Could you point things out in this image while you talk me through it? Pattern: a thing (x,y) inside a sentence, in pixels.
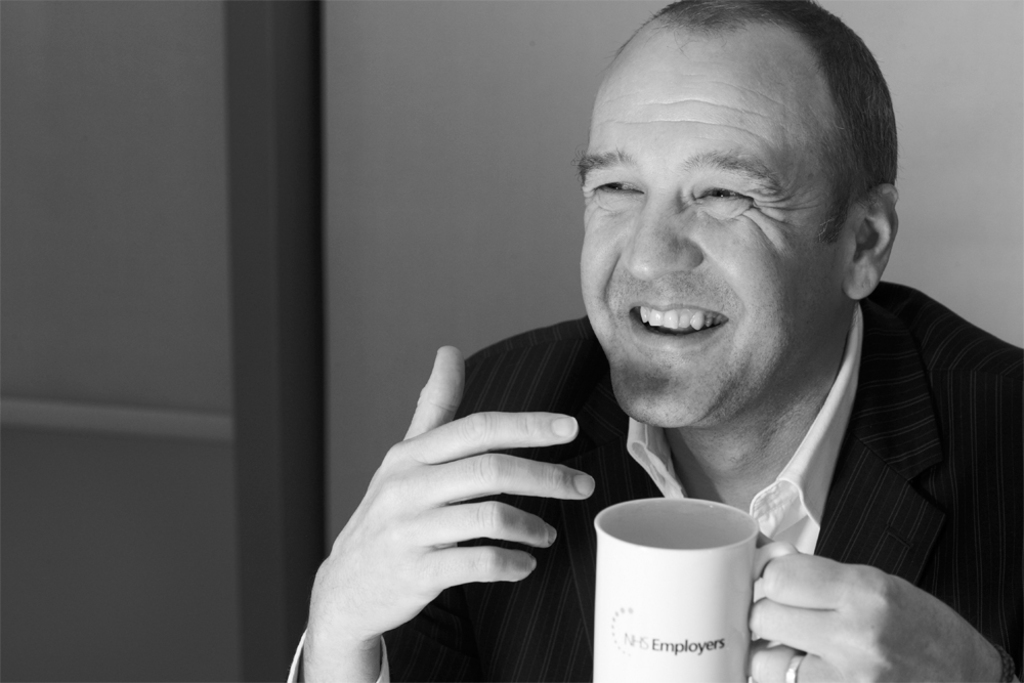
In this picture we can see man (947,507) holding cup (722,588) in one hand (828,619) and smiling and in the background (516,196) we can see wall (243,336).
